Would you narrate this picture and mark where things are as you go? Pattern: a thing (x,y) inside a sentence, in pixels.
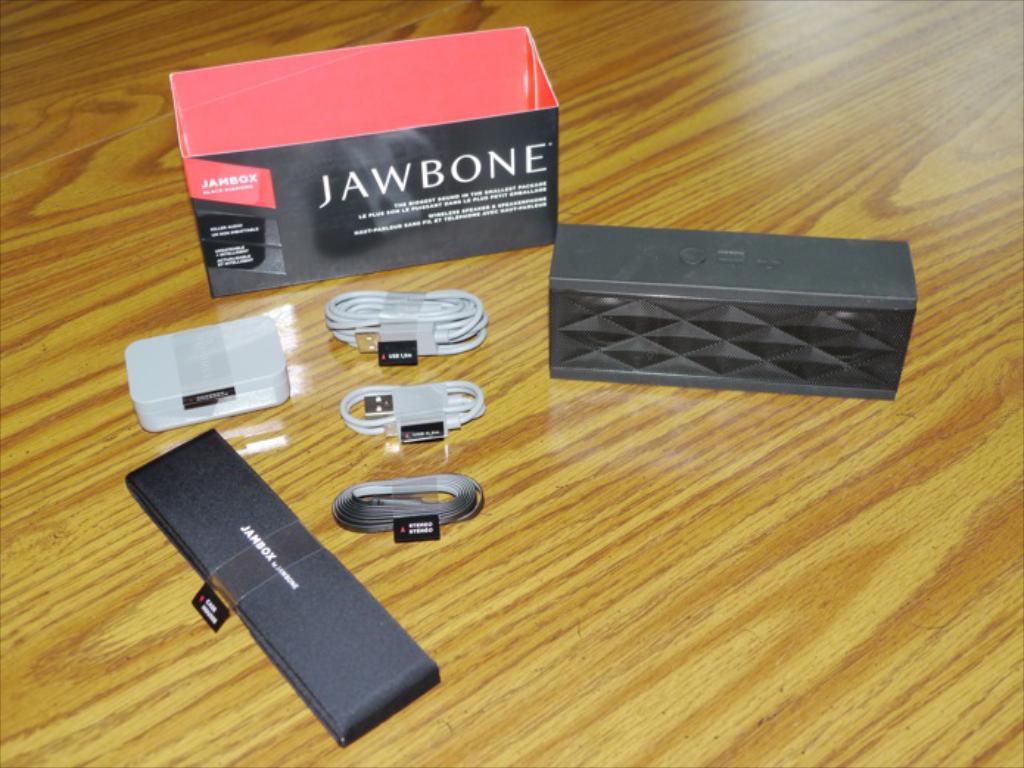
In this picture we can see boxes (642,368), data cables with stickers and these all are placed on a platform (587,474).
